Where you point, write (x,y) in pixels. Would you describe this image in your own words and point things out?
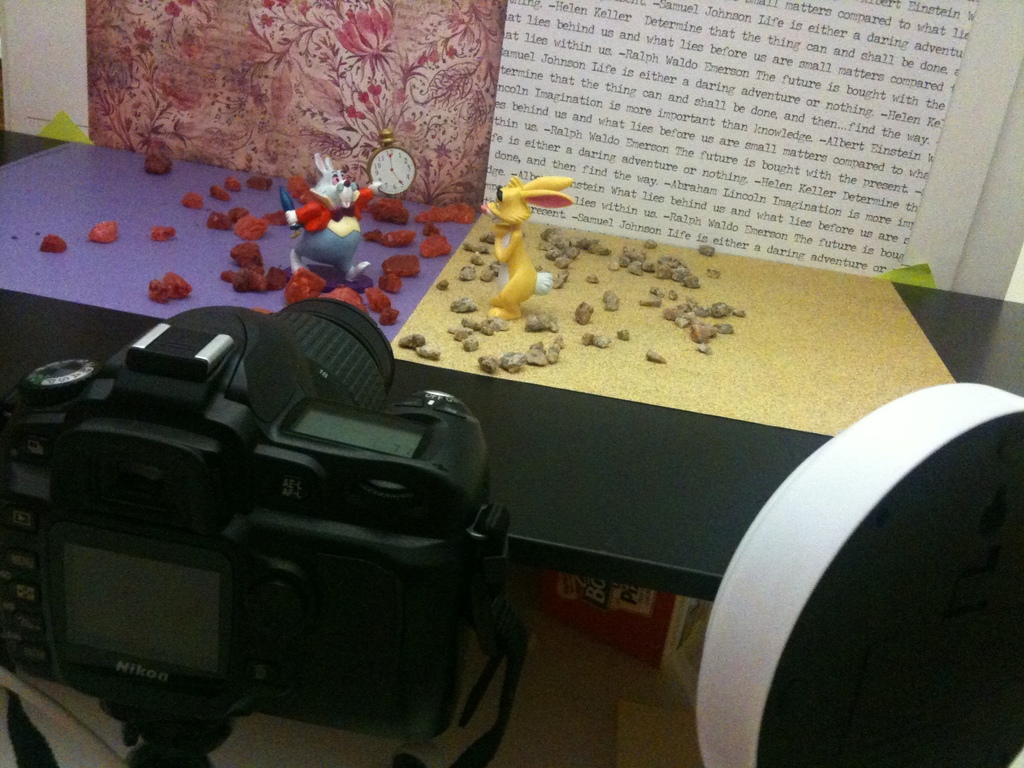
In this image there are two toys (307,217), stones (607,248) and an alarm clock (409,157) on the table (518,495), there is a camera (380,396) and an object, and in the background (564,114) there are papers (546,118) stick to the wall (1023,148).
